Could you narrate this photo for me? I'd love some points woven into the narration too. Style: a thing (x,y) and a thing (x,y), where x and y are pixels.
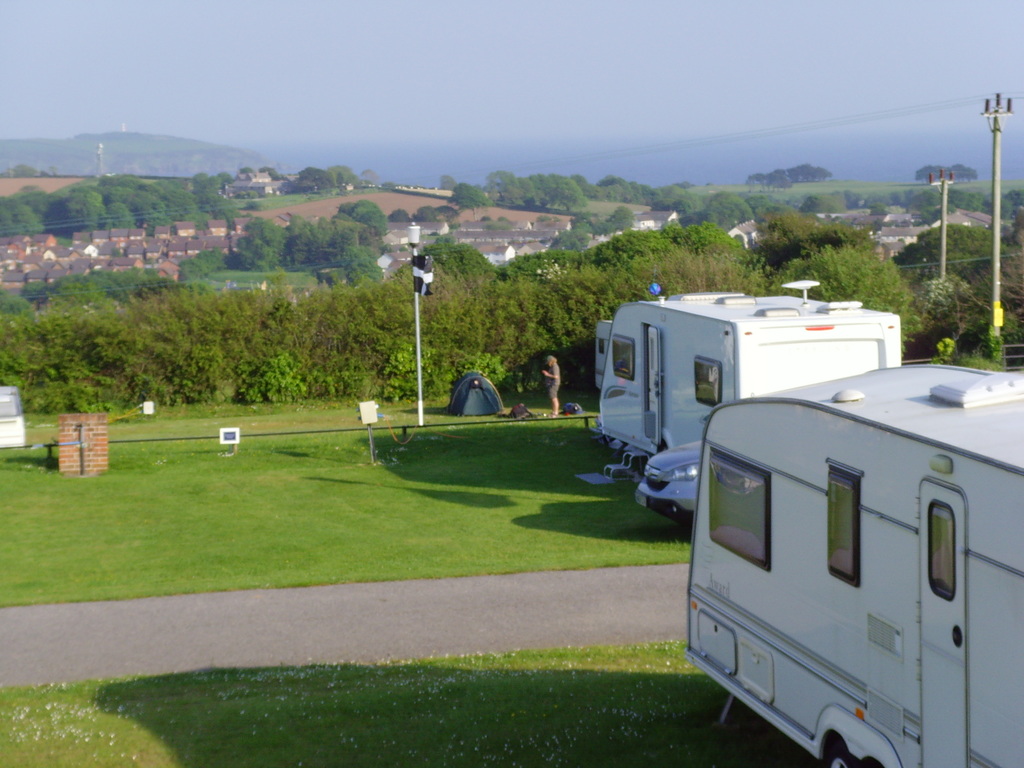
In this image we can see a few vehicles (670,497), there are some plants (436,378), grass (317,409), trees (164,202), poles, lights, buildings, people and some other objects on the ground (398,502), in the background (145,134) we can see the mountains (164,157) and the sky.
